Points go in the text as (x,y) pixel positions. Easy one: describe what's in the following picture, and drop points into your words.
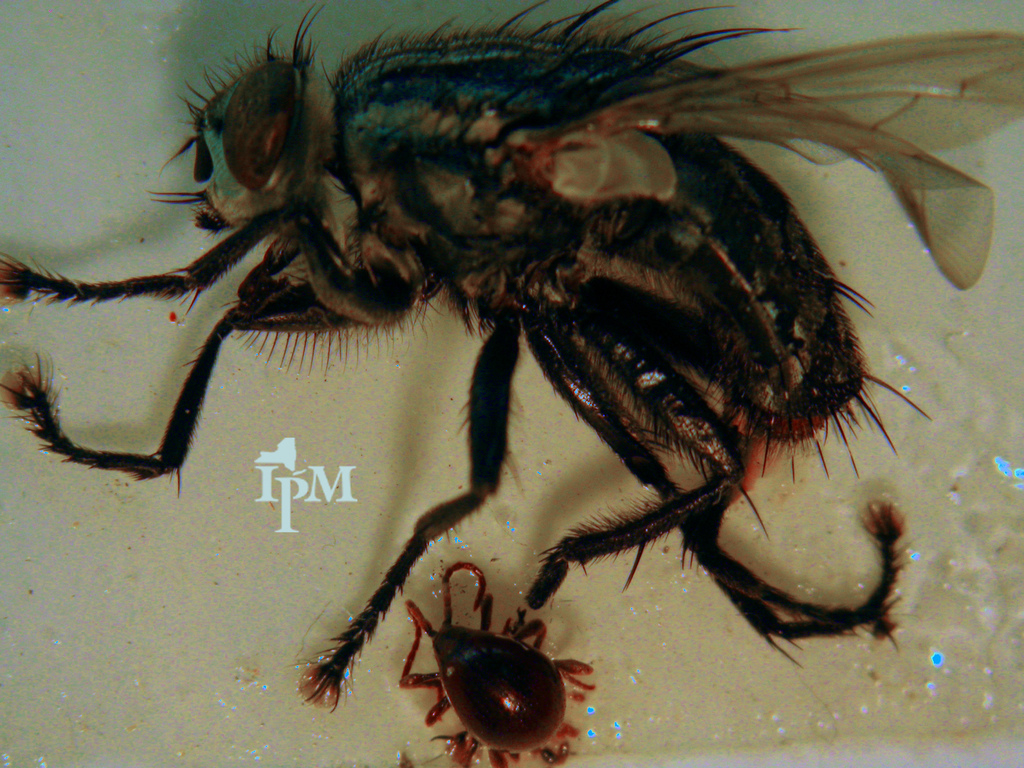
It is a housefly (465,249), at the bottom (439,634) it is an insect (478,683).
